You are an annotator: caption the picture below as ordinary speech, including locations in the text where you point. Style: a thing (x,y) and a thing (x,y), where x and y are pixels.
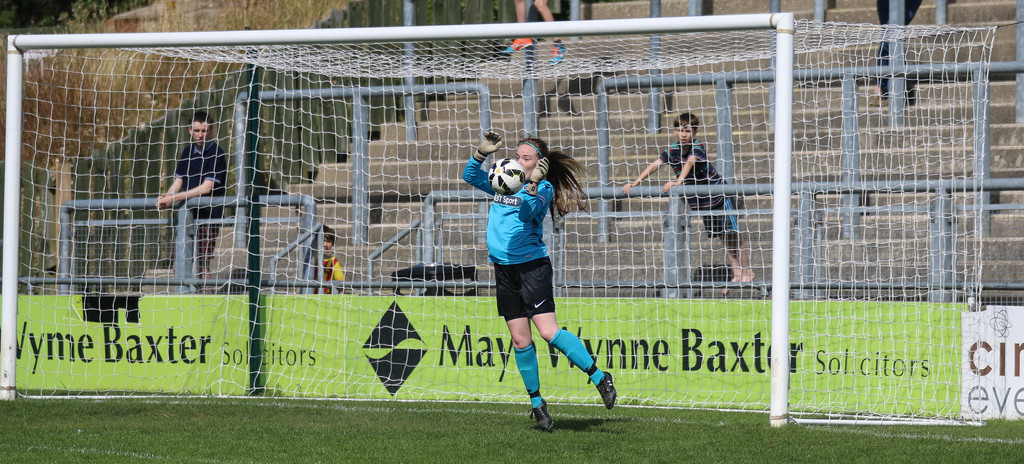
In the middle of the picture (524,266), we see a girl (499,233) in blue T-shirt (504,246) is trying to catch the ball (506,172). Behind her, we see a football net (325,212). Behind that, we see a green color board (484,341) with some text (470,339) written on it. Behind that, we see people (162,199) are standing on the staircase (641,148). In front of them, we see a railing (656,186). On the left side (329,19), we see a wall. At the bottom of the picture (490,417), we see grass (692,420). This picture might be clicked in the football field (492,452).
